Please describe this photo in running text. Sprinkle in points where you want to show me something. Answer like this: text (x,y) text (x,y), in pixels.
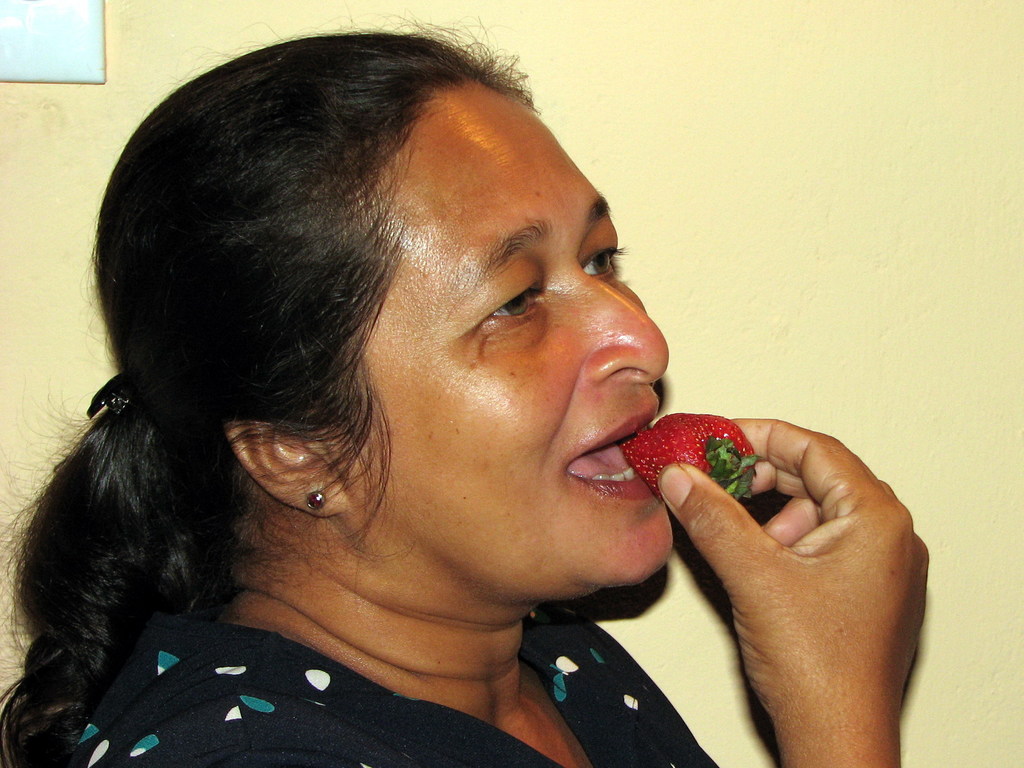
In the center of the image (456,379) there is a woman (356,423) eating strawberry (739,461). In the background (635,42) there is wall (49,133).
